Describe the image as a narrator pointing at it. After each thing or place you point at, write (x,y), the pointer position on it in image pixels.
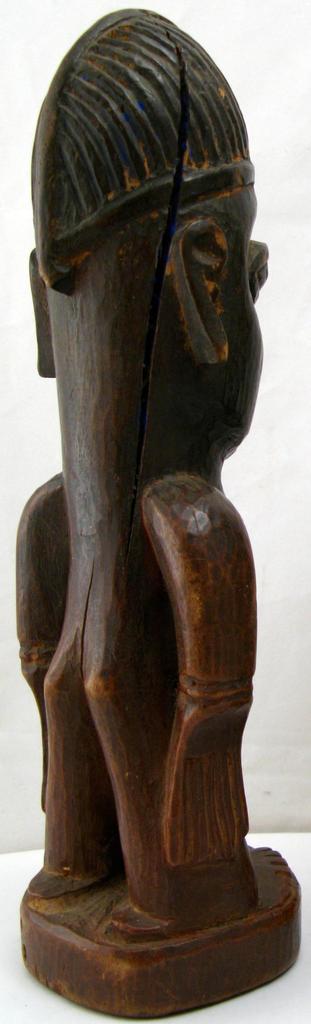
In this image, I can see a sculpture (288,895) which is made of wood (58,172).
